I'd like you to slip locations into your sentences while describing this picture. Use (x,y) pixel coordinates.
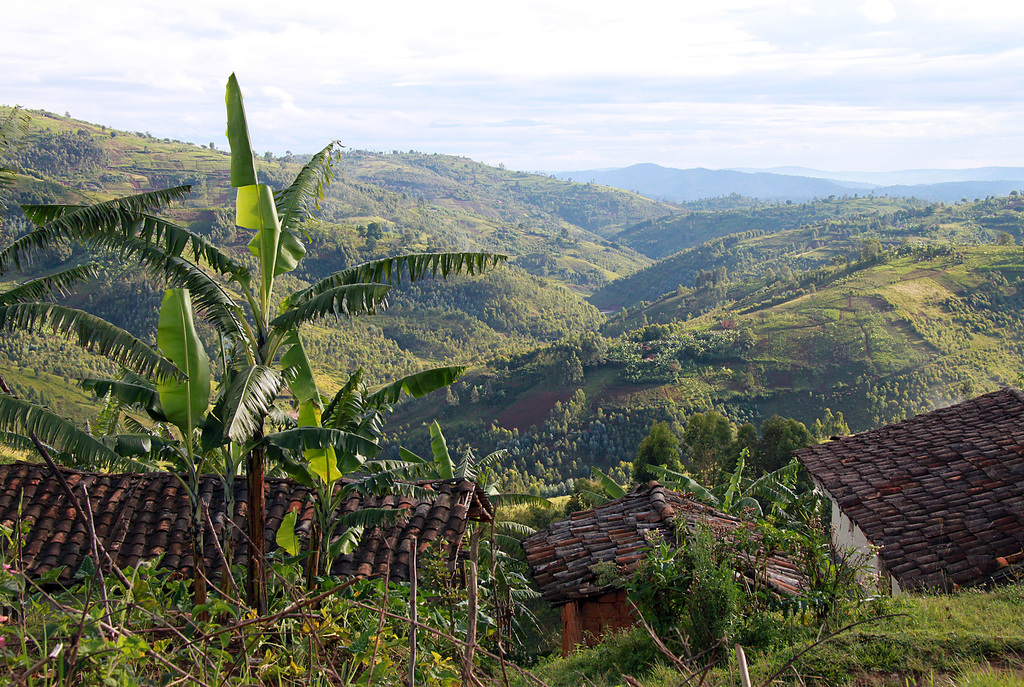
In this picture there are houses (371,528) and trees (142,354). At the back (846,331) there are trees (982,325) on the mountains (660,304). At the top (738,114) there is sky (598,112) and there are clouds (624,77) and there are roof tiles (959,521) on the top of the houses (927,526).
